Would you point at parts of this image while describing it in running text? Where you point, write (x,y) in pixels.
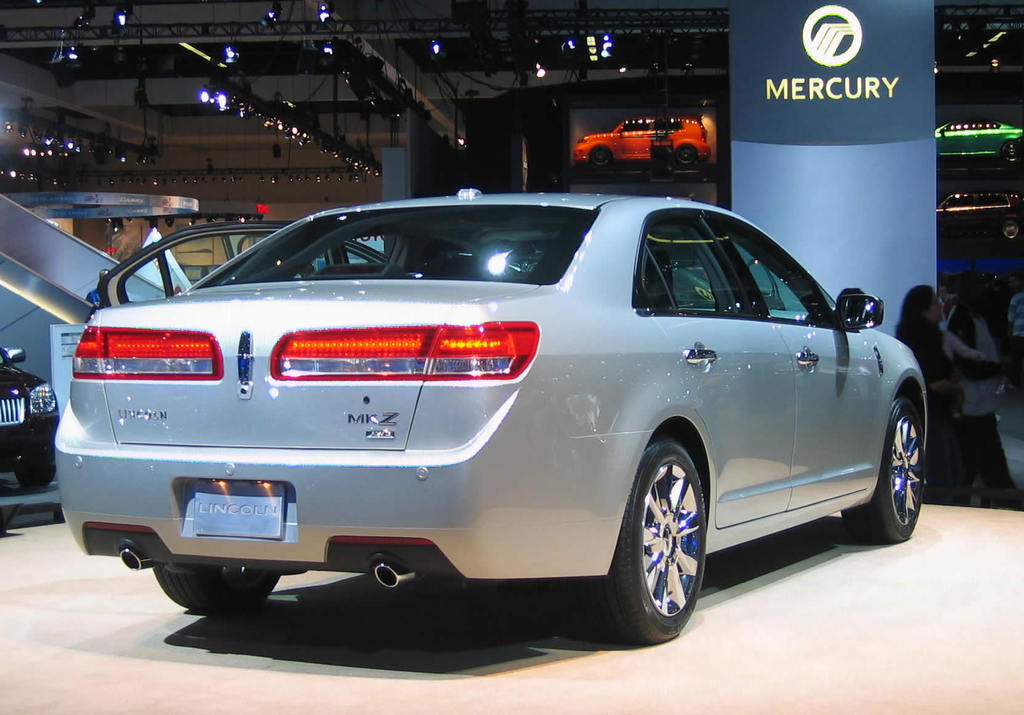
In the foreground of this image (628,531), there is a car (726,495) on the stage (718,653). In the background (920,157), there is a signage (854,146), few persons (965,367) on the floor (1018,444) and other car (30,430) on the left (30,414) and also there are few cars (998,231), lights (590,48) and ceiling (381,53) in the background (432,42).
